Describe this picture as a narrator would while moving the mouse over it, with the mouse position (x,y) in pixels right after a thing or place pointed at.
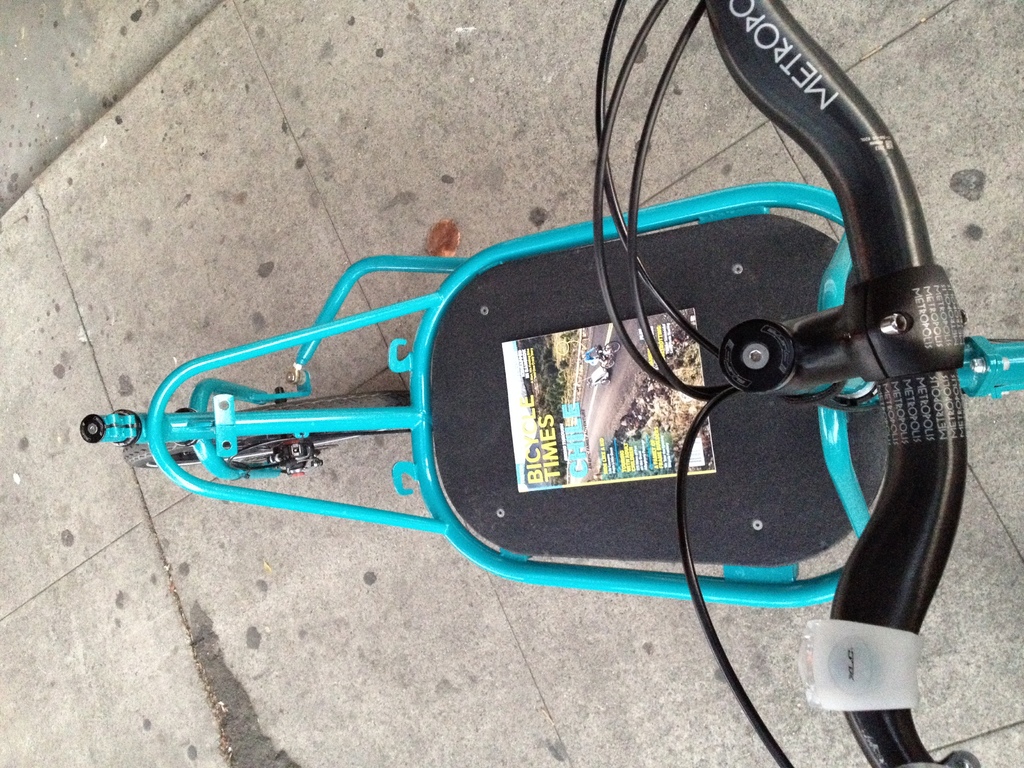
This picture looks like a bicycle (453,439) and I can see a poster (577,472) with some text (577,472) on it.
